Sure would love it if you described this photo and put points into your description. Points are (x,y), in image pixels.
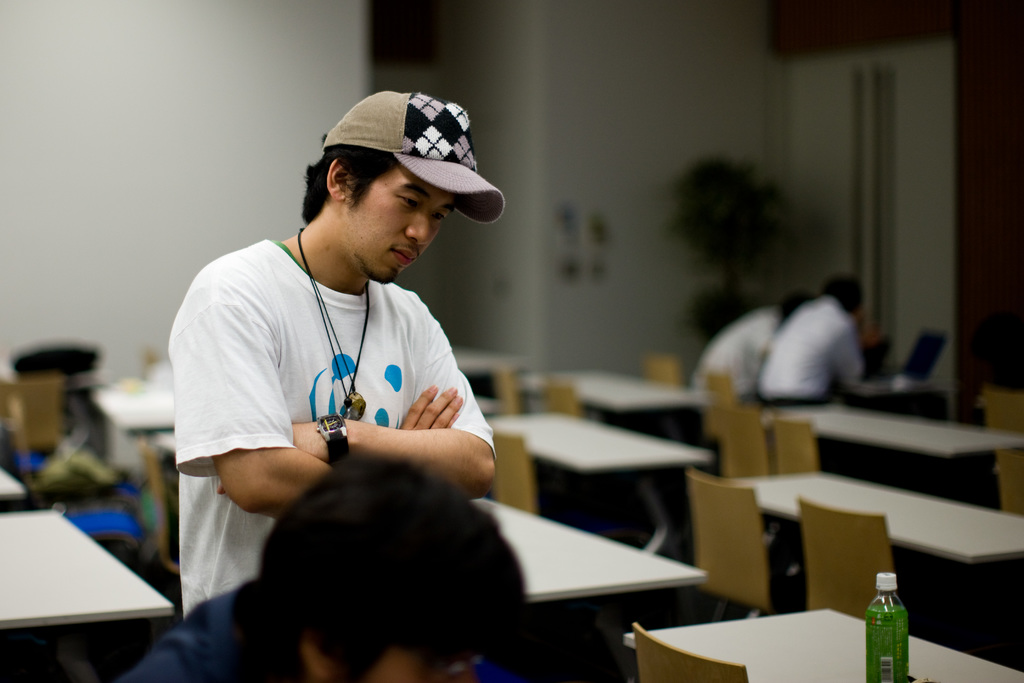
This picture describes about group of people (248,552) few are seated on the chair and one person (339,352) is standing, in the bottom right side of the image (888,663) we can find a bottle (878,629) on the table (815,643), in the background (764,263) we can see a laptop (912,366) on the table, a plant (697,248) and a wall (587,195).
